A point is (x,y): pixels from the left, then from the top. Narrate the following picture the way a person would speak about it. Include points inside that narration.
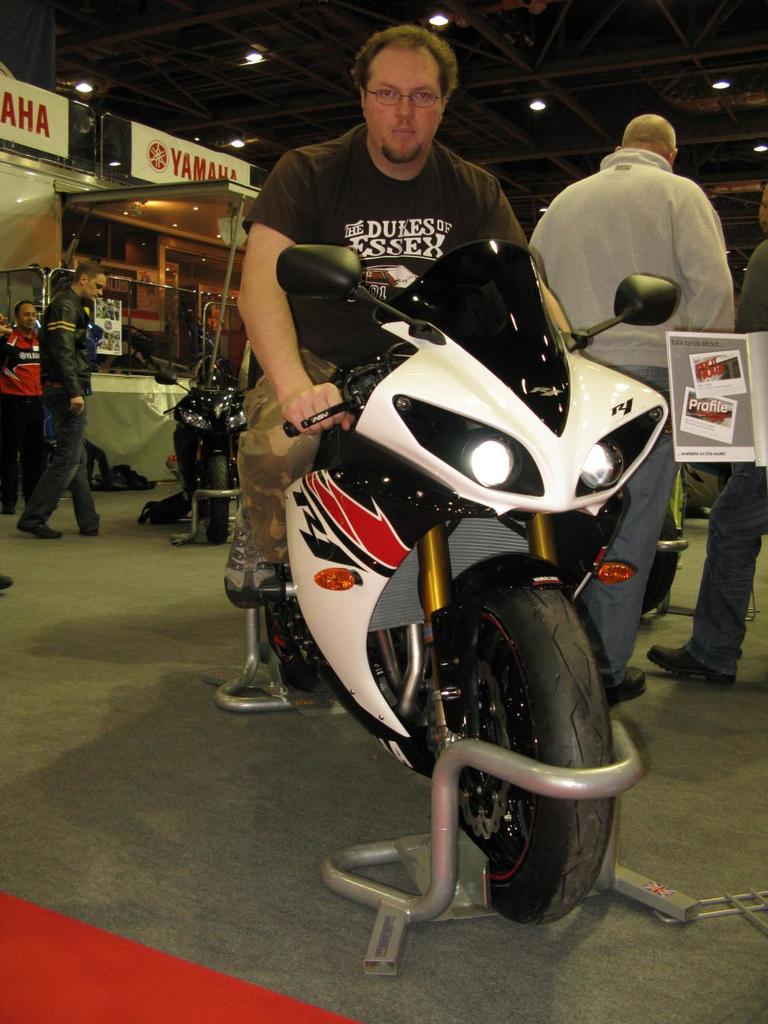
In the center (309,356) we can see one man (291,320) sitting on the bike (375,502). In the background (679,216) we can see few persons (660,229) were standing and there is a wall (133,307), lights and few vehicles (202,439).
